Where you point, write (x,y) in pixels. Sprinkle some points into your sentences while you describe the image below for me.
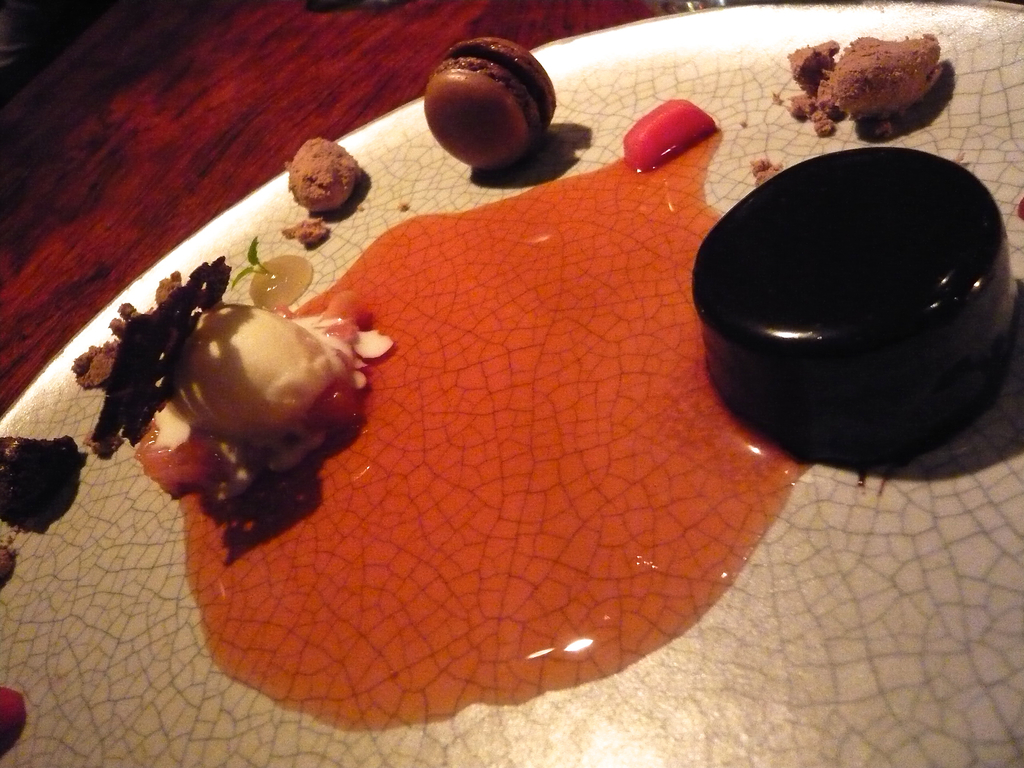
In this image, I can see a plate (228,264) with the food items (801,318), which is placed on a wooden object (268,171).
